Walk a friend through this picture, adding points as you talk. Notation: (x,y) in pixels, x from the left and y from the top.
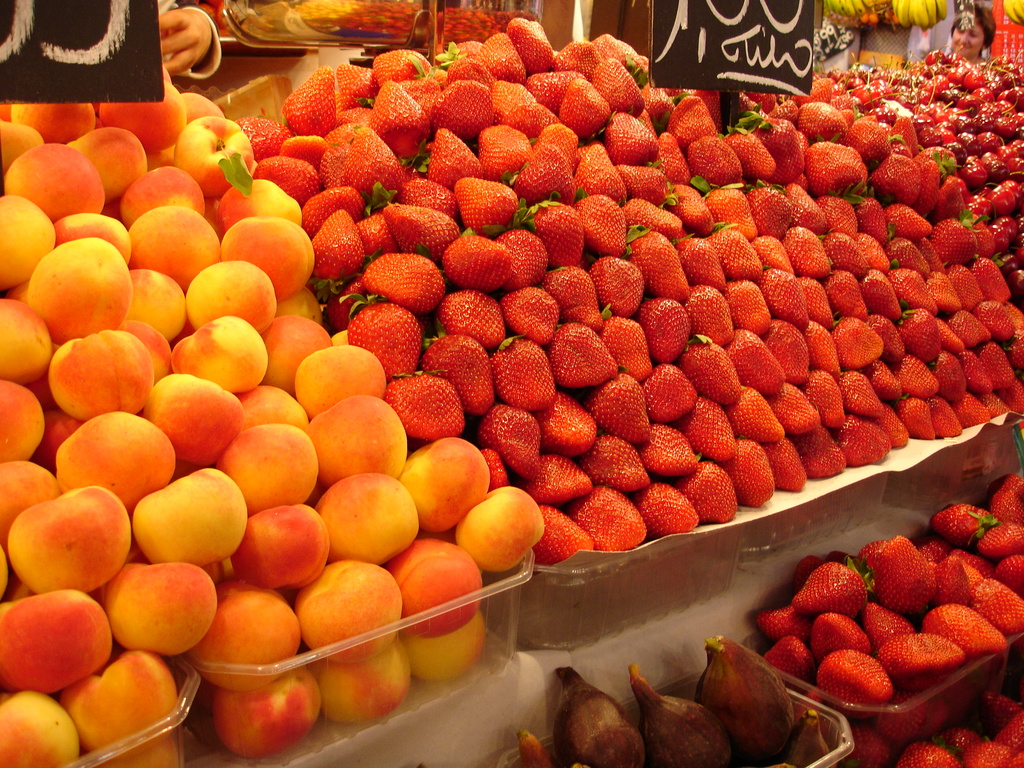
In this image, we can see some strawberries (693,256) and some fruits (449,612) kept in the containers (503,653), on the right side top corner we can see the head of a person (967,62).
